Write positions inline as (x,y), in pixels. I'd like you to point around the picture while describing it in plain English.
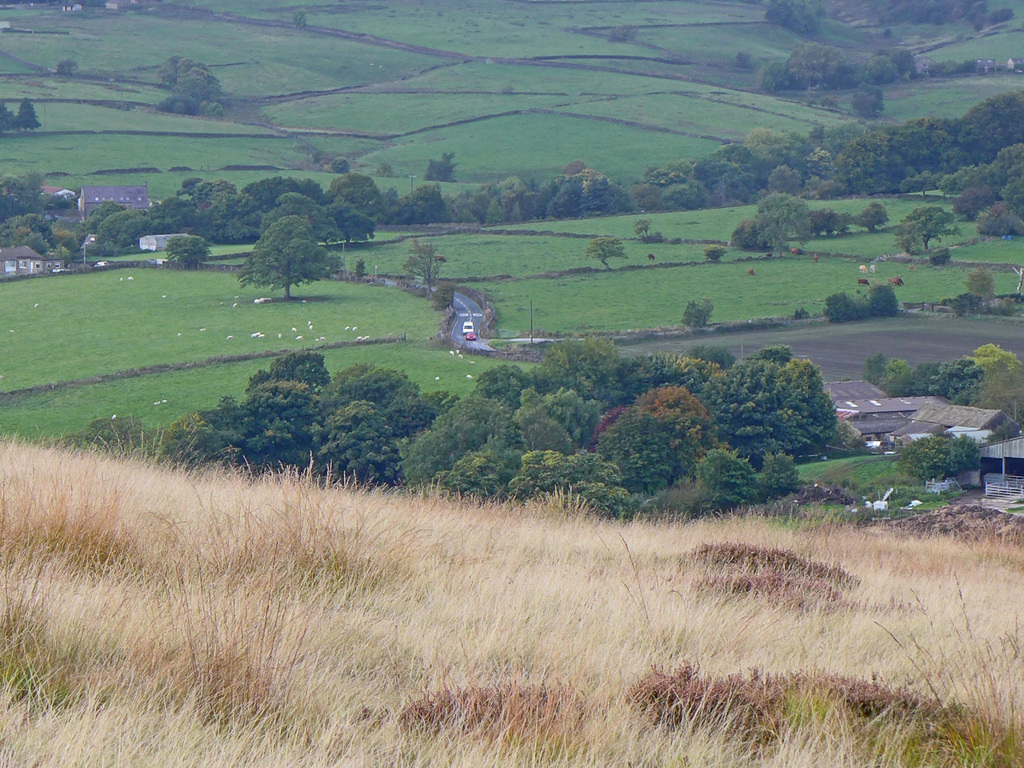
In this image we can see some vehicles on the ground (564,534). We can also see some grass (529,613), houses (900,408) with roof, a group of trees (553,482) and some animals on the ground (501,503).
